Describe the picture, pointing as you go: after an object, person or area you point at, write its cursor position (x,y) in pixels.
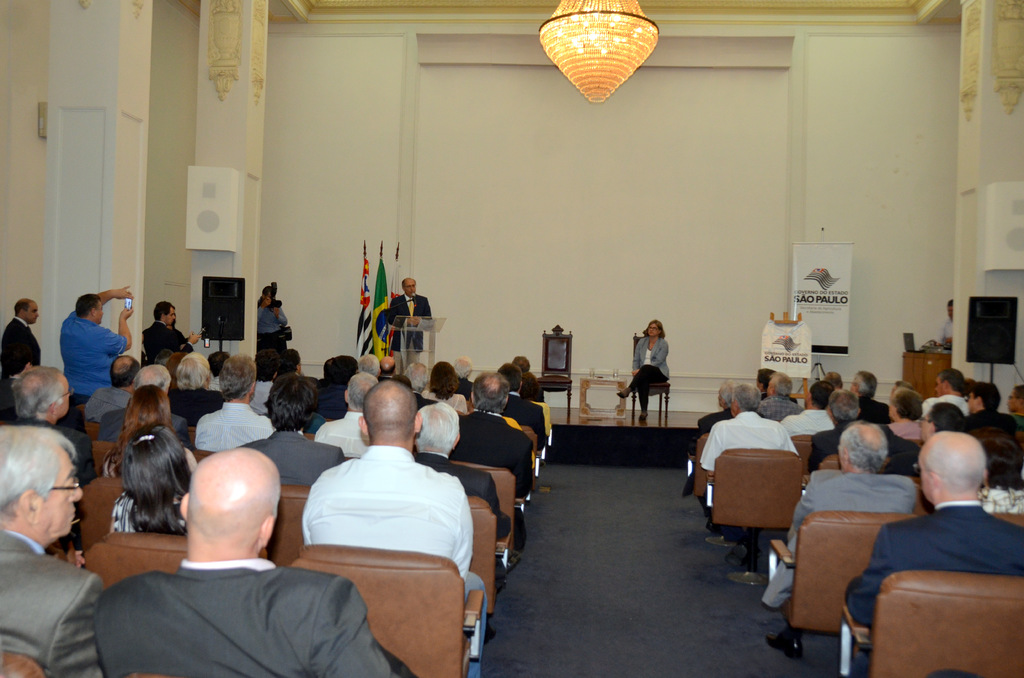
In this image we can see few persons (950,486) are sitting on the chairs (838,576) on the floor (690,662). On the left side (100,365) we can see few persons (88,329) are standing and among them few persons (100,331) are holding objects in their hands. In the background (870,303) we can see a man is standing at the podium (429,346), microphone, flag poles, hoardings (797,350), wall (442,259), objects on the tables (611,416), few persons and a woman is sitting on a chair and there is an empty chair (569,393). We can see chandelier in the middle hanging at the top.
